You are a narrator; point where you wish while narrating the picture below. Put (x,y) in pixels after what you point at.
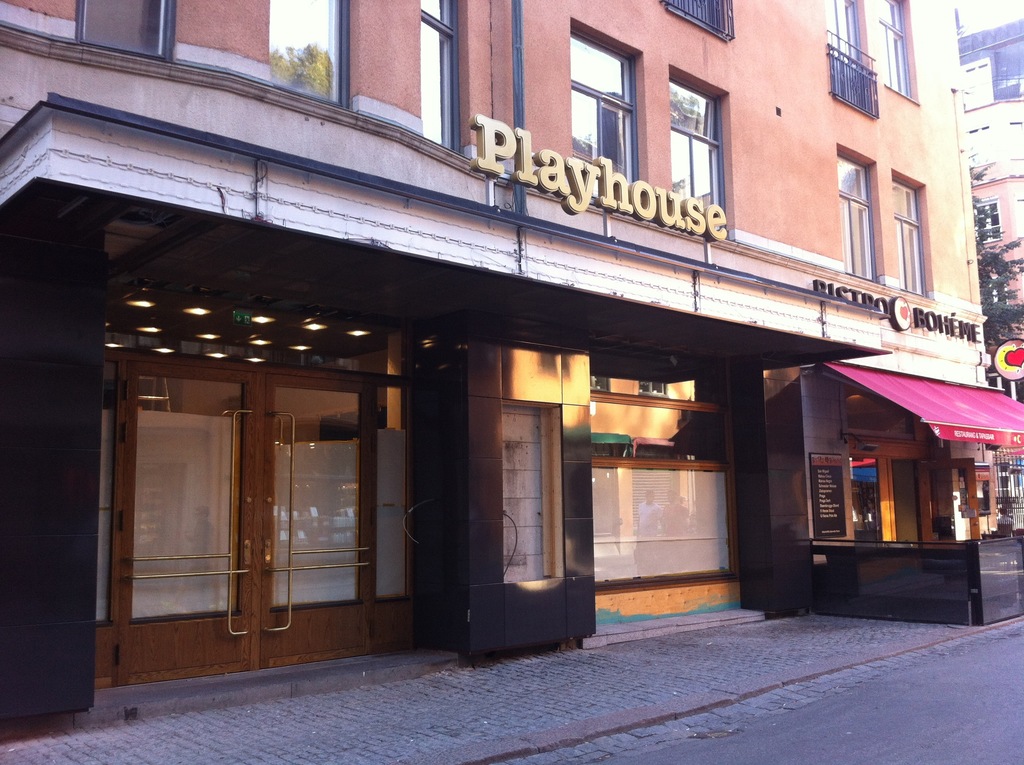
In the image there is a building (393,119) with walls (373,112), glass windows (628,135), glass doors (192,391) and a name board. In front of the building (777,378) on the footpath (801,624) there is a store (945,389) with roof (985,389), menu board (835,514) and some other things (986,540). On the right corner of the image (994,300) there are leaves (994,292) and also there is a building (1020,234).
